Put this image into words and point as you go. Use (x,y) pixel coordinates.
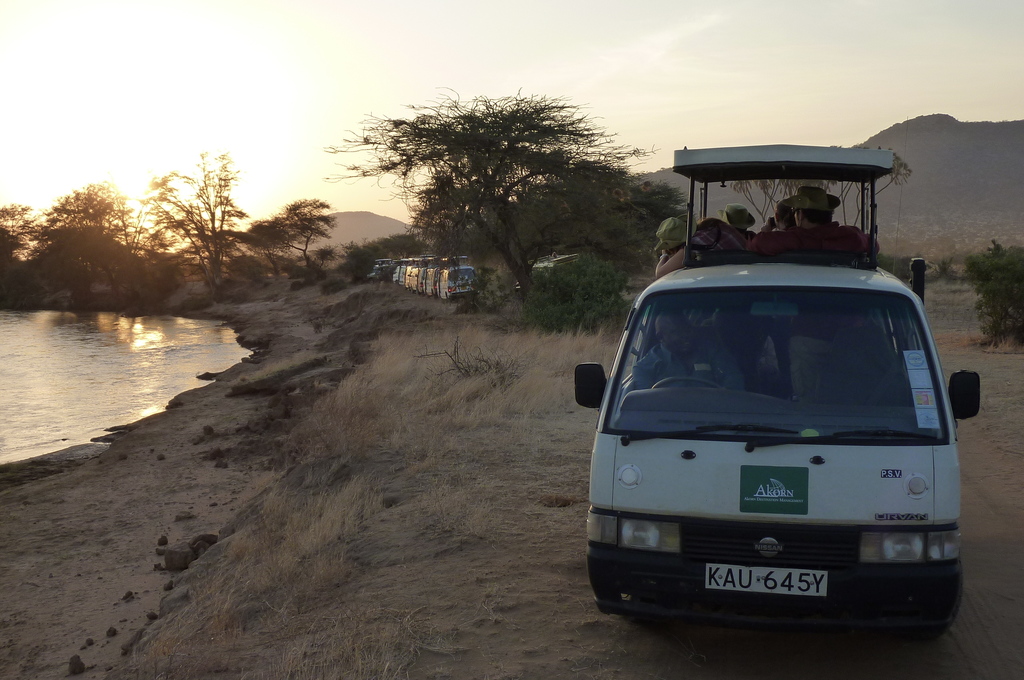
On the right side (783,328), we see the people (739,248) riding a white vehicle (834,448). At the bottom (587,593), we see the soil road (522,607), stones (188,567) and dry grass (391,557). Behind the vehicle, we see the trees (522,259) and the vehicles (407,276) in white color. On the left side (31,438), we see water (141,378) and this water (127,419) might be in the pond (109,373). There are trees (512,207) and the hills (947,169) in the background (947,169). At the top (524,73), we see the sky (333,61) and the sun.
